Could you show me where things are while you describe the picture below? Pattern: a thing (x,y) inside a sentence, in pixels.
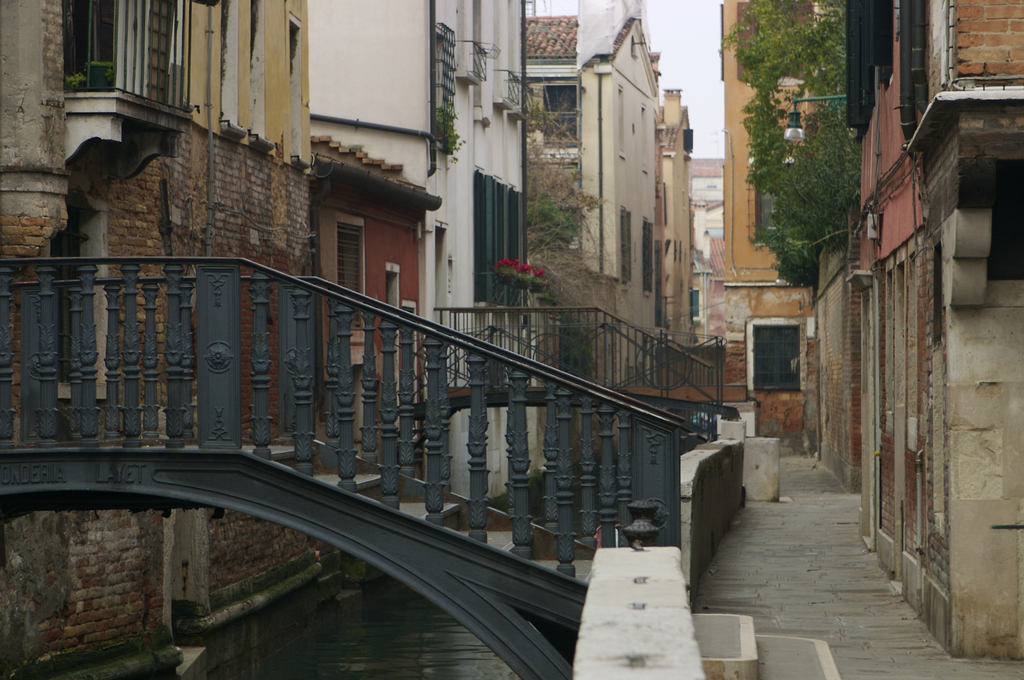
In the center of the image (487,436) there is a bridge (400,432). In the background of the image (474,231) there are buildings (626,183). At the bottom of the image (382,647) there is water (358,649). To the right side of the image (811,584) there is pavement (811,584).
